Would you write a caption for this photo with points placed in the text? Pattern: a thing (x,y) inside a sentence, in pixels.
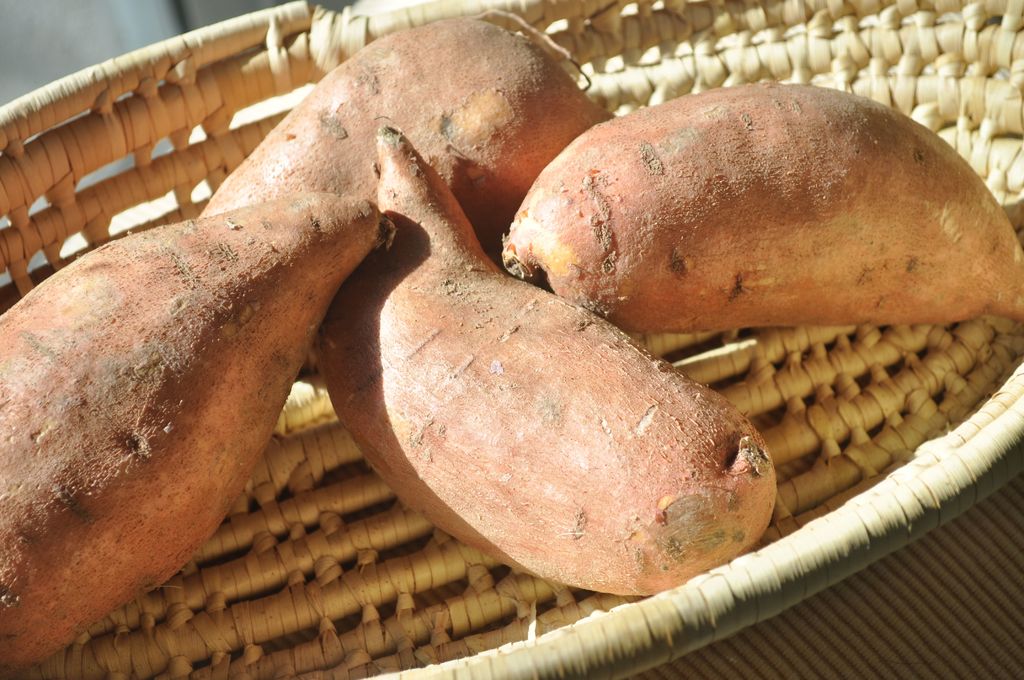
In this image I see the light brown color basket (818,39) on which there are 4 sweet potatoes (379,205).
